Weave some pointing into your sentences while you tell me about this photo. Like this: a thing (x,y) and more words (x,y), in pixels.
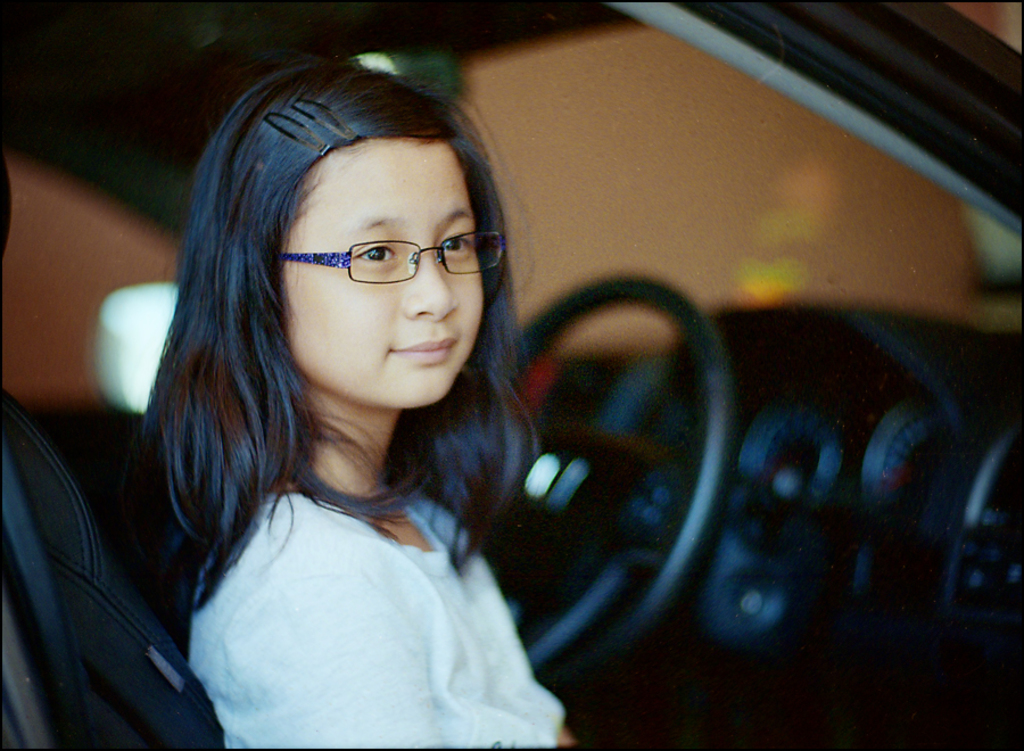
In this image, a girl (340,507) is wearing a specs (364,271) and she is smiling. She wear a white color dress (351,670). She sat on the car seat (121,601). Here we can see steering (714,402), speedometer (791,477) and glass (829,293).
